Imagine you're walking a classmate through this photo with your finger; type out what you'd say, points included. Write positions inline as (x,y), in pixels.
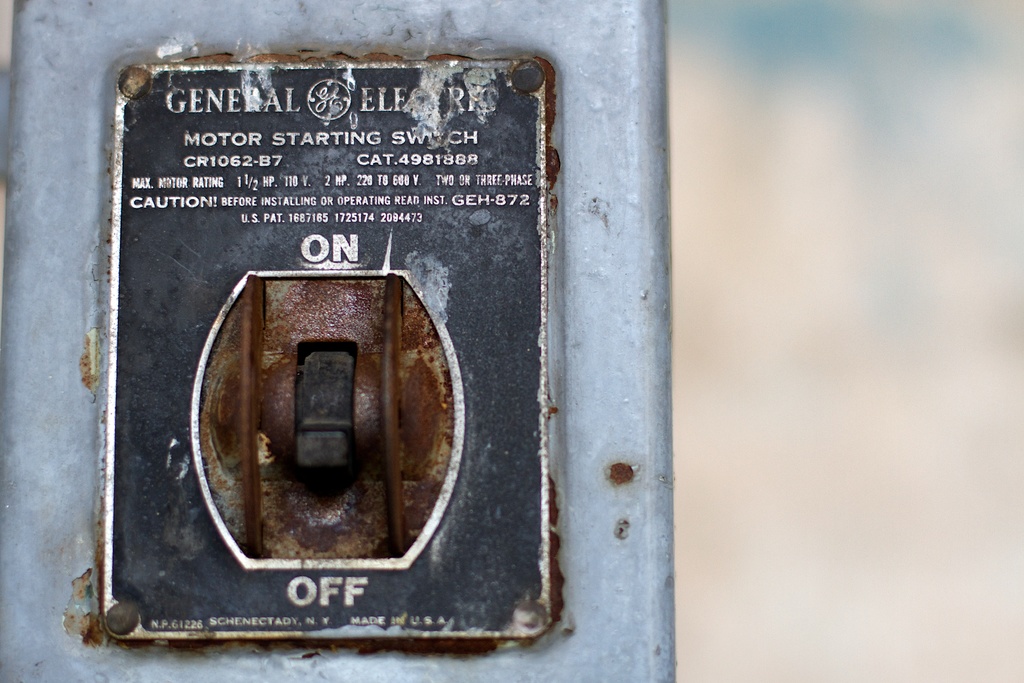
On the left side of the image (74,334), we can see a metal object (593,366). On this object (235,251), we can see some text (300,206) and switch (326,407). On the right side of the image (809,387), there is a blur view.
